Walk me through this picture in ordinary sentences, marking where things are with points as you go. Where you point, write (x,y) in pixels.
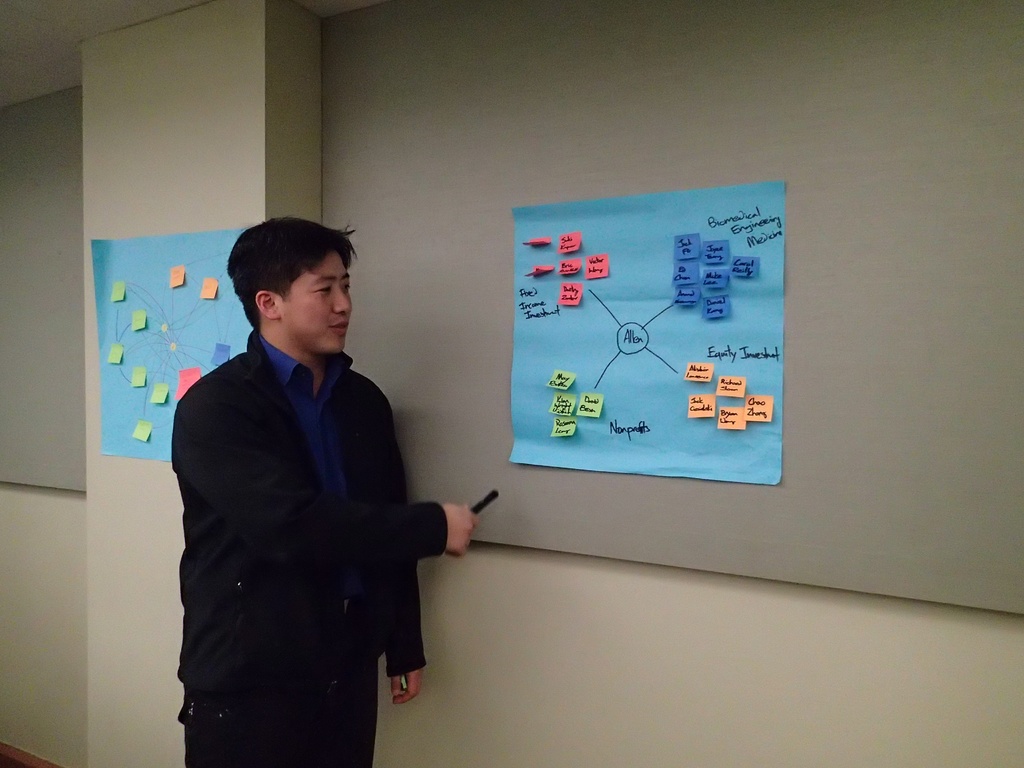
In this image, we can see a person (358,528) wearing clothes (219,450) and holding an object (487,507) with his hand (458,529). There are charts (128,345) on the wall (689,136).
